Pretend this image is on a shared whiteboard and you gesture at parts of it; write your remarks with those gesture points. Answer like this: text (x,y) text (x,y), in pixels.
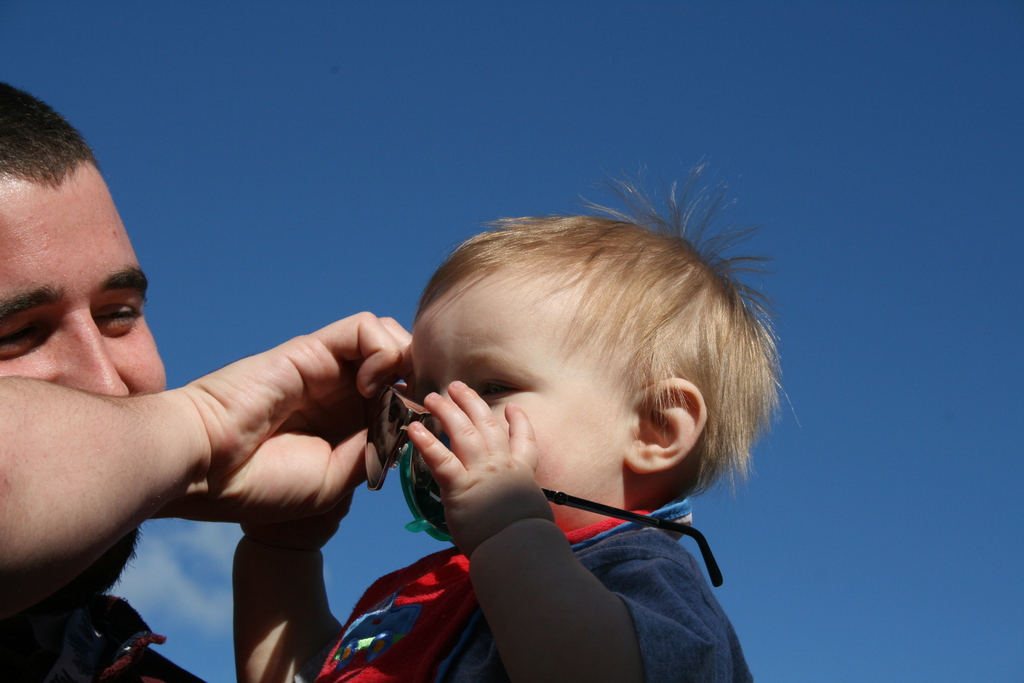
In this image there is a boy (318,552). There is a person (57,185). In the background of the image (538,144) there is sky (834,163).
